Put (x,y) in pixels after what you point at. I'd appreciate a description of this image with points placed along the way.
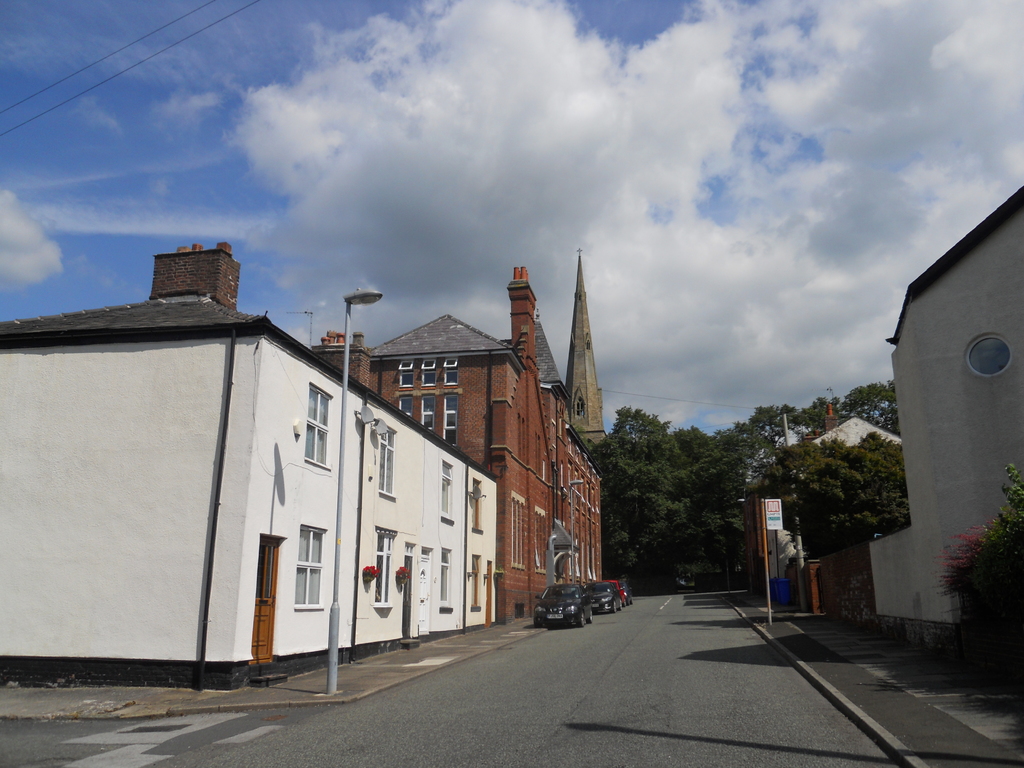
In this image I can see buildings (465,577), street lights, trees (652,555) and vehicles (625,579) on the road (641,700). At the top (470,174) I can see the sky (460,141). This image is taken may be during a day.
